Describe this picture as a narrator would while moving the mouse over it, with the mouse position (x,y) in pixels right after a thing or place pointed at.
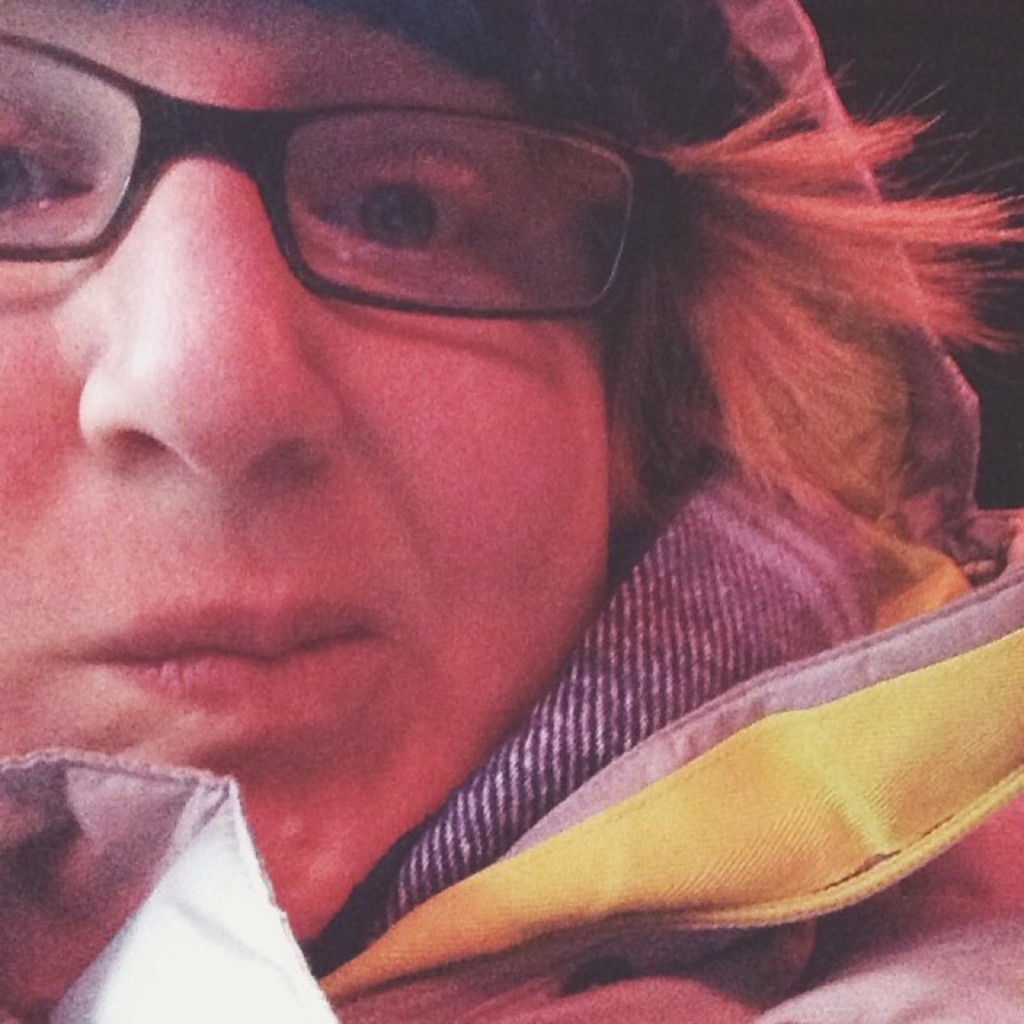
In this image, we can see a person (422,495) wearing clothes (603,690) and spectacles (490,297).
